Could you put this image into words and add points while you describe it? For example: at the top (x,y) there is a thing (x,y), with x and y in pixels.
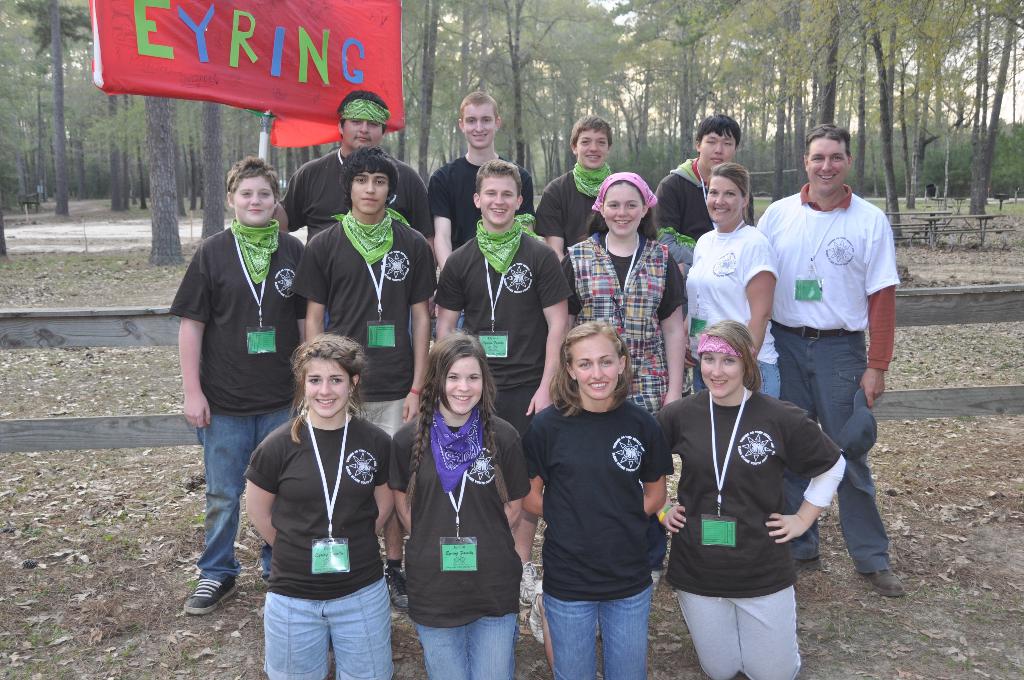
In this image I can see group of people (583,288) wearing different dress (351,237). Back I can see a red color board (190,35), trees (890,154), and benches (978,231).
